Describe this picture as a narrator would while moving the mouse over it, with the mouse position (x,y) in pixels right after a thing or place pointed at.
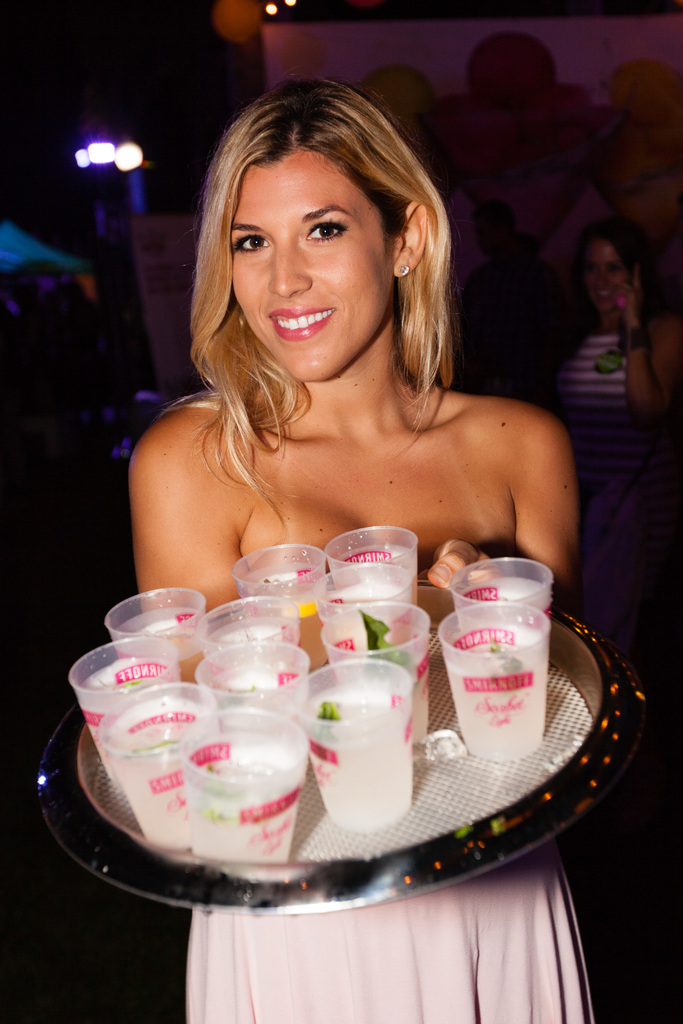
In this image we can see a person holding a plate (308,766) with some juice glasses (395,729), behind her there are few people (617,339), also we can see some lights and a backdrop (500,199).
